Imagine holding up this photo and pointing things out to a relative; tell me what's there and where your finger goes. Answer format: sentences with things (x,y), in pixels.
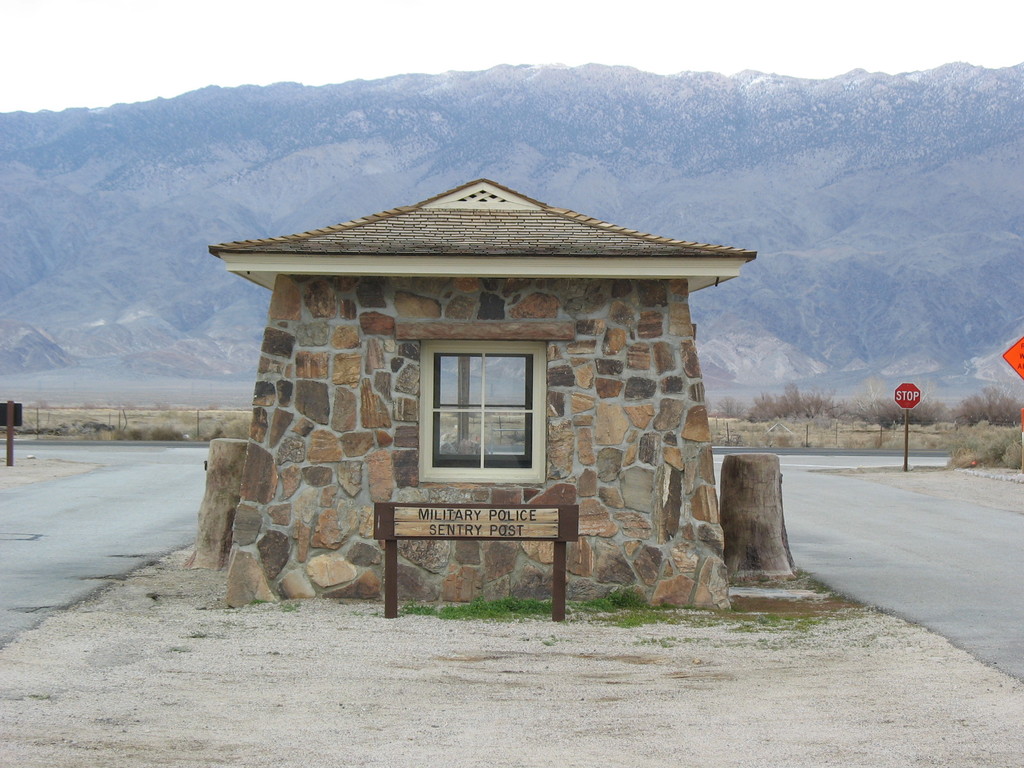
In this image in the center (433,480) there is a small room (468,417) and in front of the room (544,485) there is a board (481,529) with some text (492,527) written on it. On the right side (880,409) there is a board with some text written on it and there are plants (992,452). In the background (780,419) there are trees (827,409) and there are mountains (392,145). On the left side (6,418) there is a board (11,430) which is black in colour.
